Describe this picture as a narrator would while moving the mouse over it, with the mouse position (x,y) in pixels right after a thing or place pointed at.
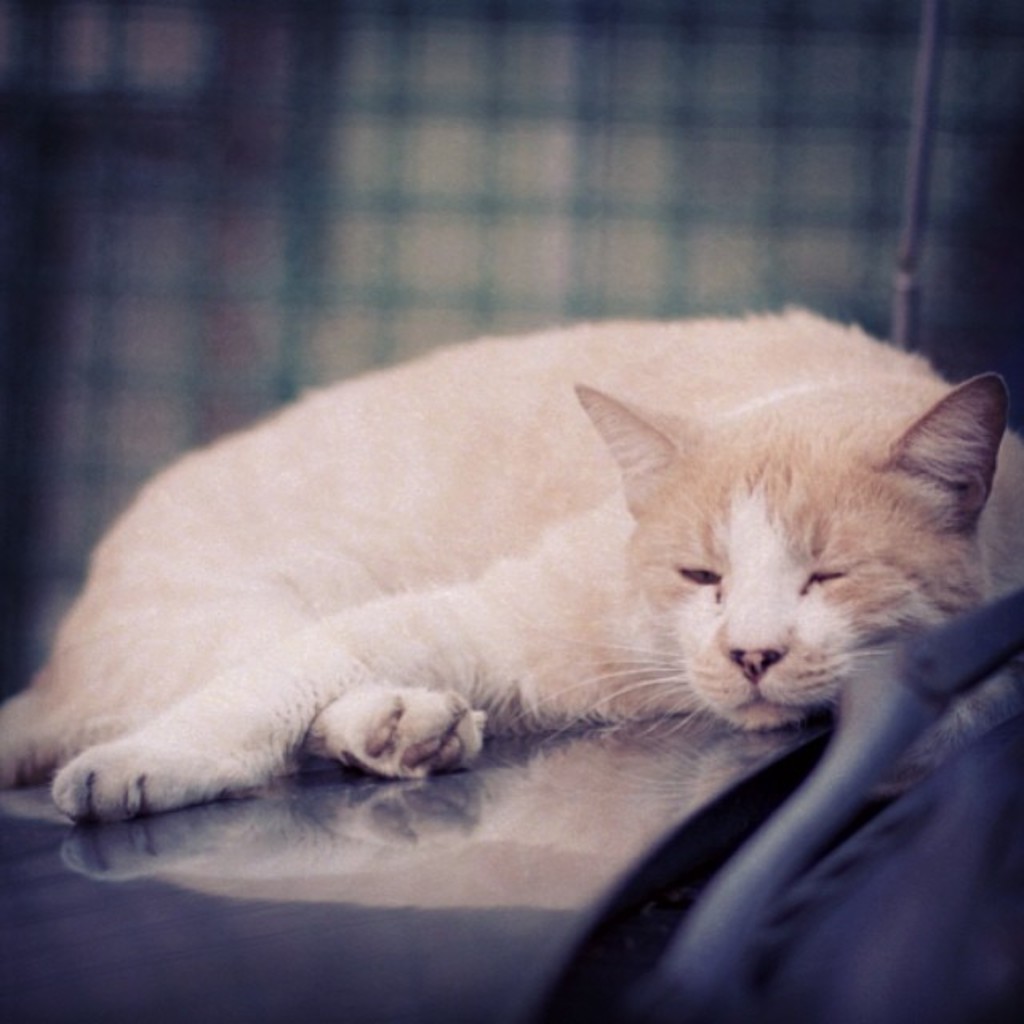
In this image I can see a cream and white colour cat (343,751) in the front (329,390). I can also see this image is little bit blurry in the background (281,217).
